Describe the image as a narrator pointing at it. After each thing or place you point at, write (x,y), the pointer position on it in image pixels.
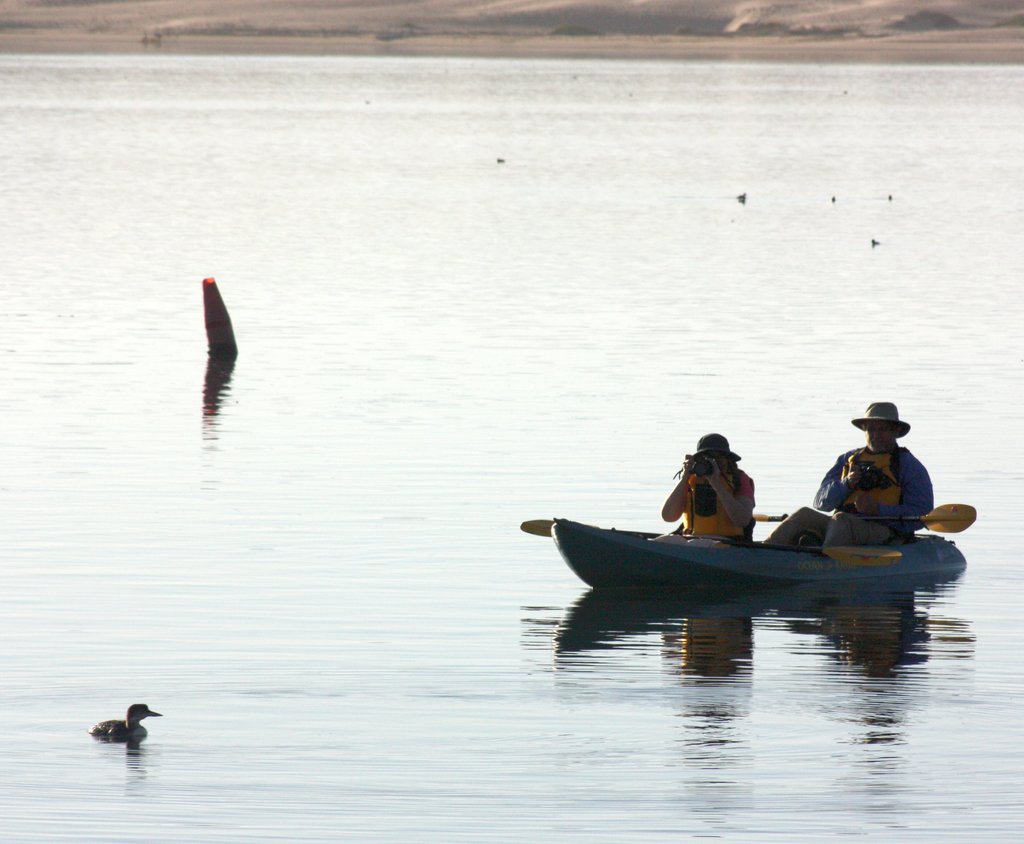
There are two persons (869,497) sitting in a boat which is on the water (778,488) where one among them is holding a camera (704,470) in their hands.
